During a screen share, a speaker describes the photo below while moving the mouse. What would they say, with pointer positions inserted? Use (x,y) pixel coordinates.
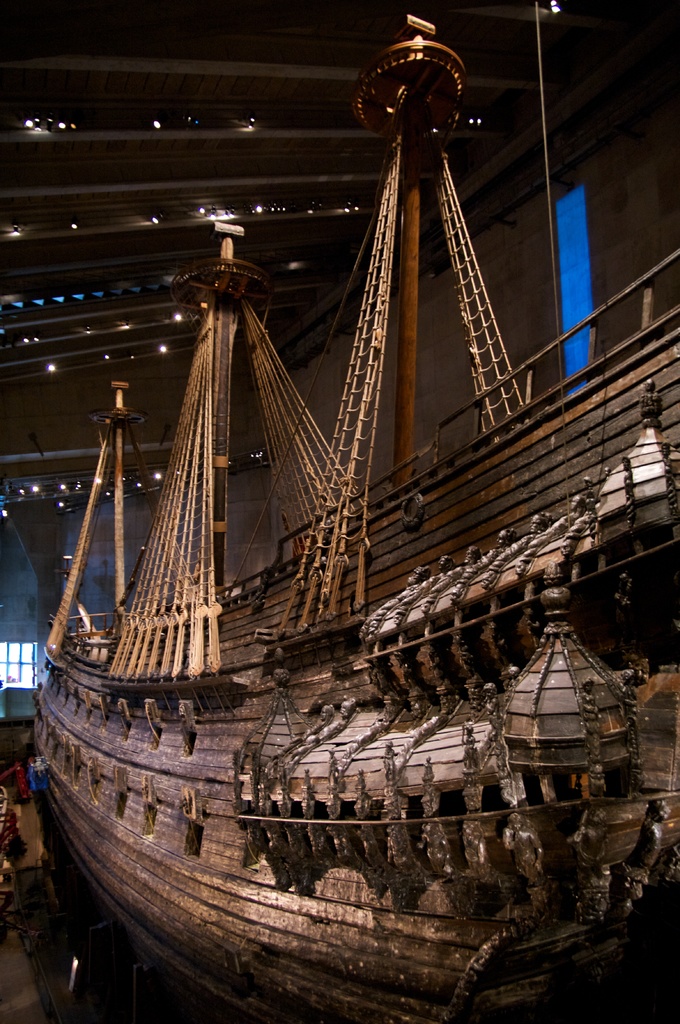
In this image there is a ship (370,619), there is wall (507,298) towards the right of the image (568,351), there is an object (575,270) on the wall (596,258), there is a window (31,660) towards the left of the image (23,656), there is roof (243,80) towards the top of the image (188,122), there are lights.
